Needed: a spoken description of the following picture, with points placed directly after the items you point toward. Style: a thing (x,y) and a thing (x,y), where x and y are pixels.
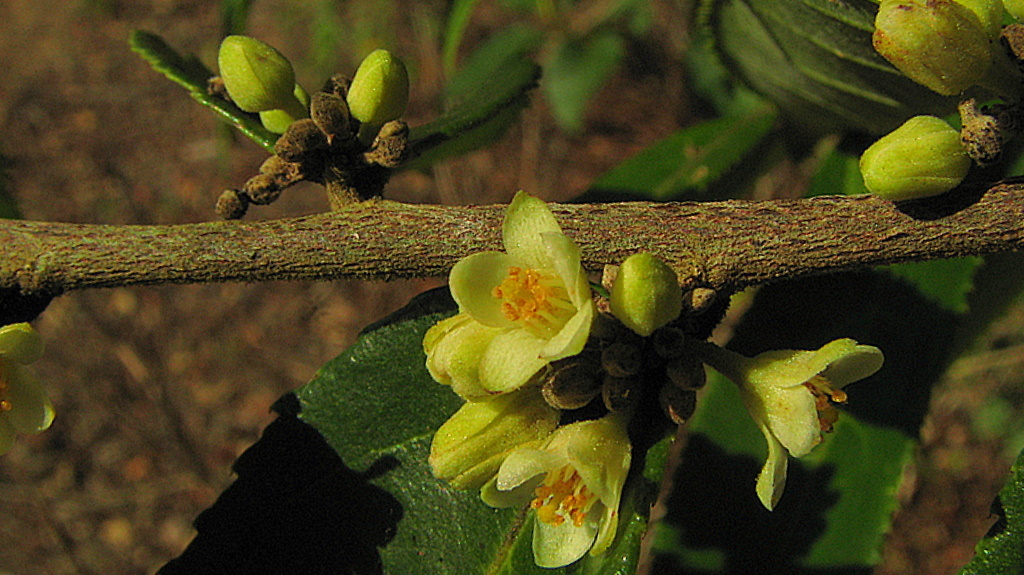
In this picture we can see flowers (513,341), buds (568,371), leaves (737,401) to the stem (746,259). Behind the stem (610,228) there is a blurred background (456,11).
